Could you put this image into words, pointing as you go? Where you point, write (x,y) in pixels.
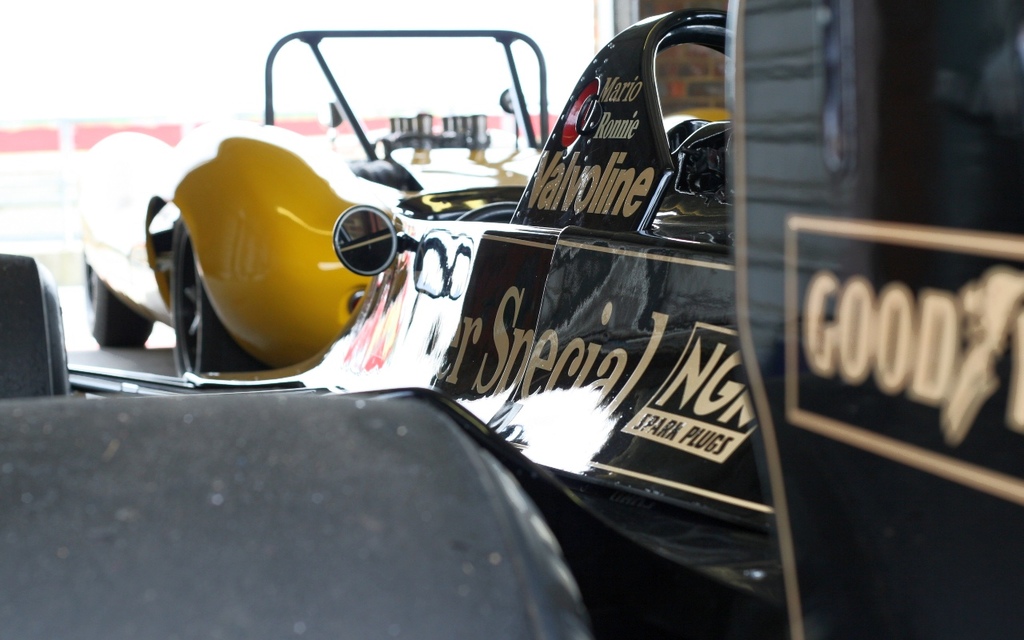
In this image I can see a vehicle (368,164), boards (624,367) and objects (265,468). Something is written on the boards (551,336).
